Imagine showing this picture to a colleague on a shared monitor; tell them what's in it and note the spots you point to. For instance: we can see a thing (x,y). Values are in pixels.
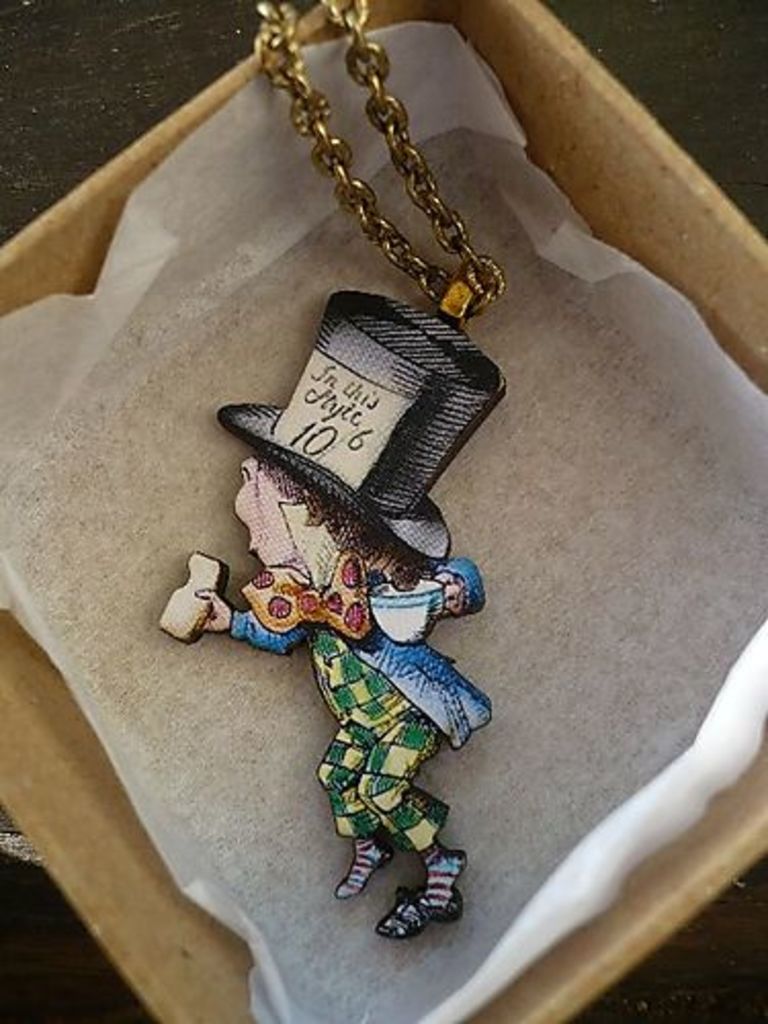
In this image in the box (4,717) there is an object (331,596) with a chain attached to it.
